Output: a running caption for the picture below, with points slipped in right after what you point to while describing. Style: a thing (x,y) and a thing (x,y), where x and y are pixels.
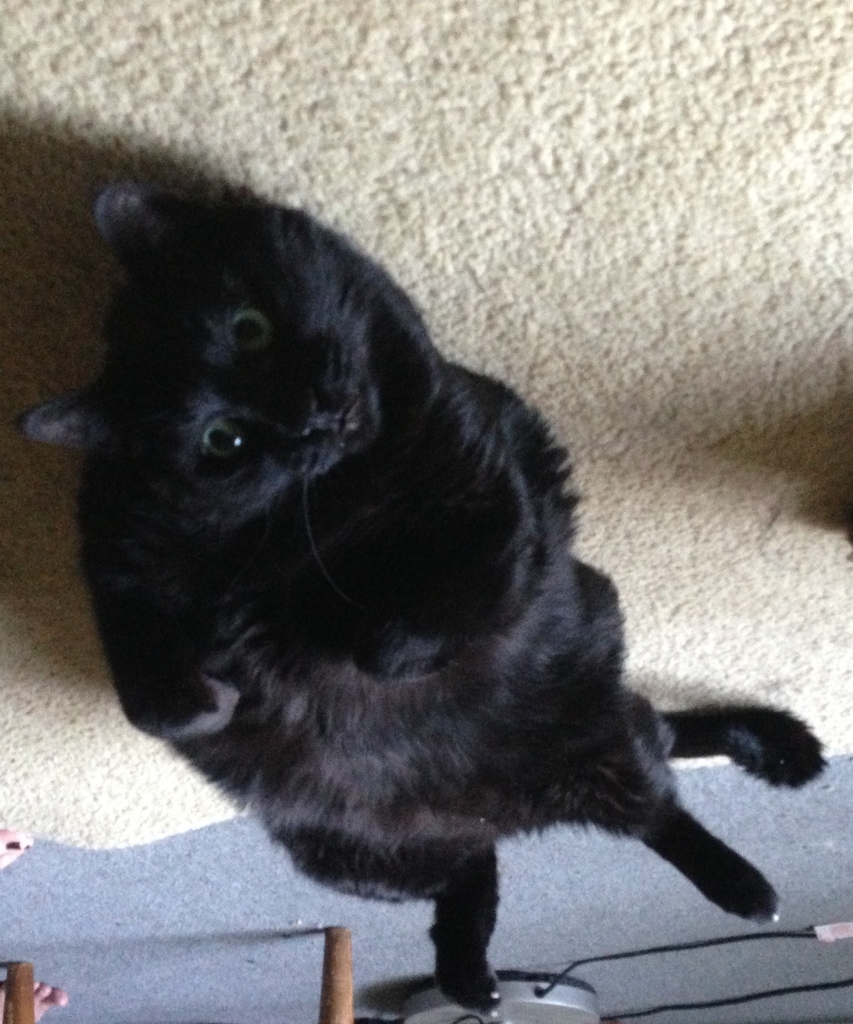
In this picture we can see black cat (395,594), lying on the carpet (692,372) and looking to the camera.
